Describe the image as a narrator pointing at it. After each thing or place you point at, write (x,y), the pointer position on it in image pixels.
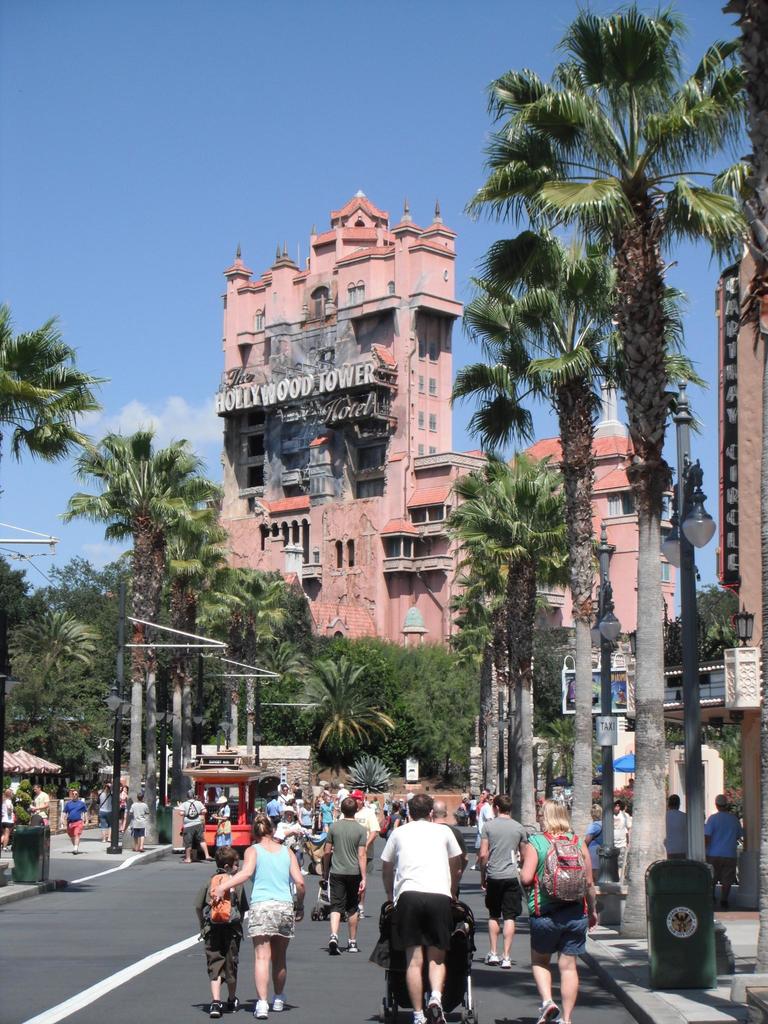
In this image few persons (412,943) are walking on the road (484,919). There is a vehicle (249,801) on the road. Left side (33,855) there is a dustbin (43,853) on the pavement (64,847) having few poles (165,794) and trees (86,735). Few persons (8,841) are walking on the pavement (58,857). Right bottom there is a dustbin (687,933) on the pavement (727,931) having few street lights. Few persons (679,812) are walking on the pavement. Background (10,642) there are few trees (491,582) and buildings (359,482). Top of the image (176,188) there is sky (163,419) with some clouds (196,431).
